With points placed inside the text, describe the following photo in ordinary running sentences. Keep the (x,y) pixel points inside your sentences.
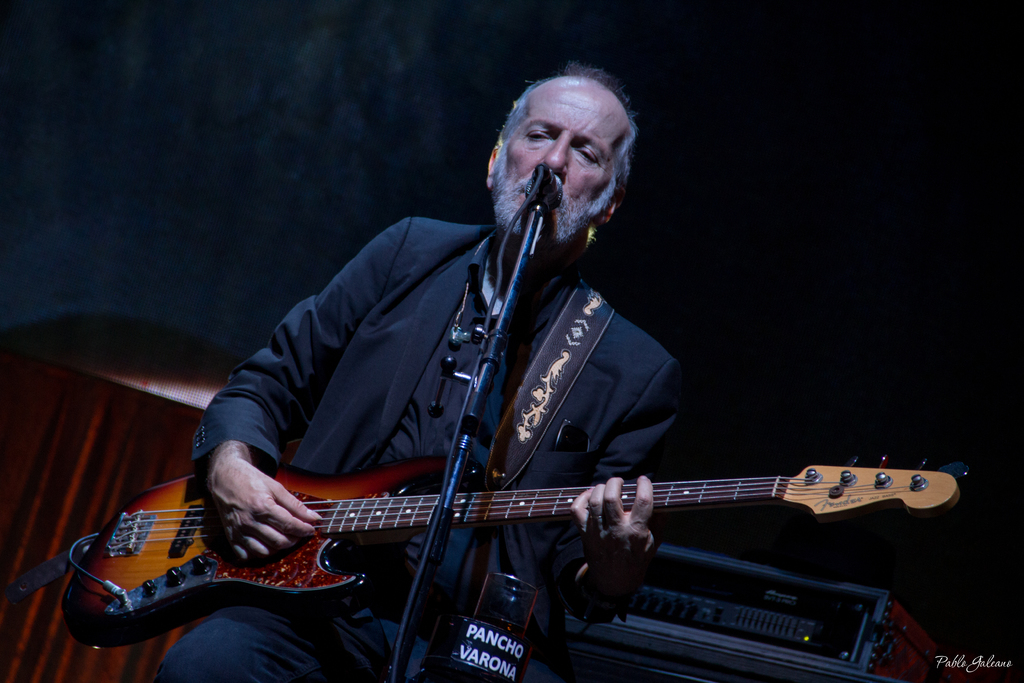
In this picture, we see a man (478,320) in the black blazer (419,364) is sitting on the stool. He is holding the guitar (392,506) and he is playing the guitar (394,510). In front of him, we see a microphone (530,195). I think he is singing the song on the microphone (538,183). Behind him, we see the amplifier (706,595). In the left bottom (121,500), we see a curtain (60,471) or a sheet (115,449) in red color. On the left side (251,167), we see a wall (121,208). On the right side (770,79), it is black in color.
